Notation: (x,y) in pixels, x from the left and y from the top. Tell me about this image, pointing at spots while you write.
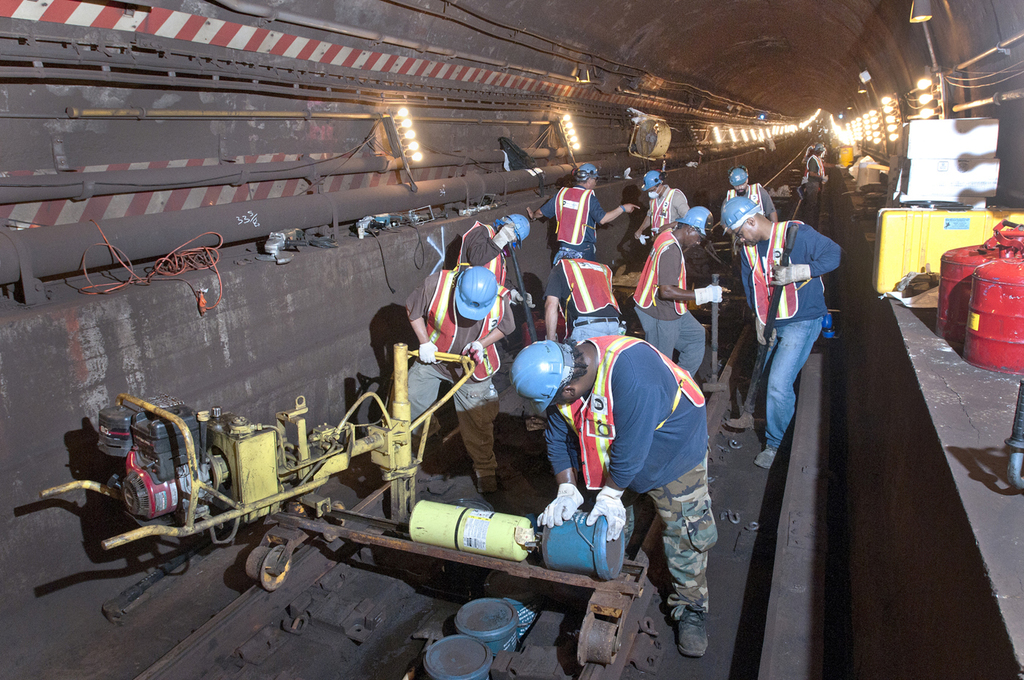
In this image I can see few railway tracks (635,646) and few people (663,318) in the centre (454,317). I can see these people (423,326) are wearing gloves (790,264), helmets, shoes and jackets (591,397). On the both side of these railway tracks (657,619) I can see number of lights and on the right side of this image (1023,362) I can see two red colour things (958,318), a yellow colour box (897,218) and a white colour thing (914,151). I can also see number of wires (941,75) on the both side of this image and in the front (391,492) I can see a yellow colour thing (408,494).
